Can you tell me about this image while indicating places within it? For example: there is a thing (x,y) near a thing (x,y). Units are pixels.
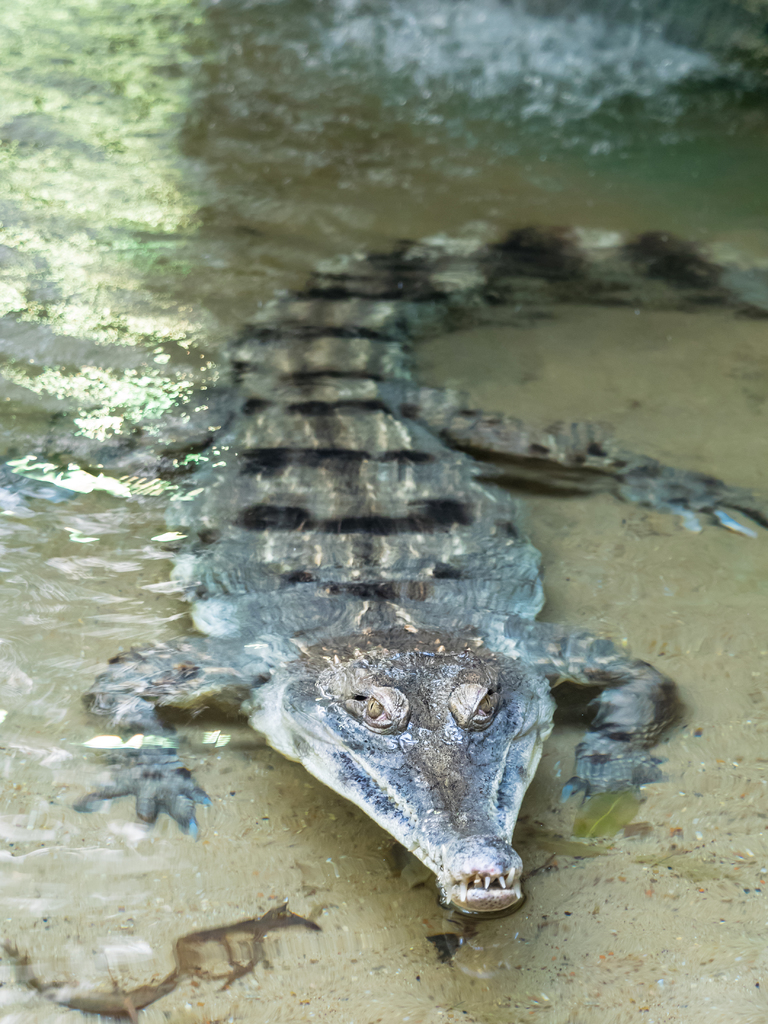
In this picture we can see a brown color crocodile (390,646) in the water (297,886) seen in the middle of the image (466,672).
